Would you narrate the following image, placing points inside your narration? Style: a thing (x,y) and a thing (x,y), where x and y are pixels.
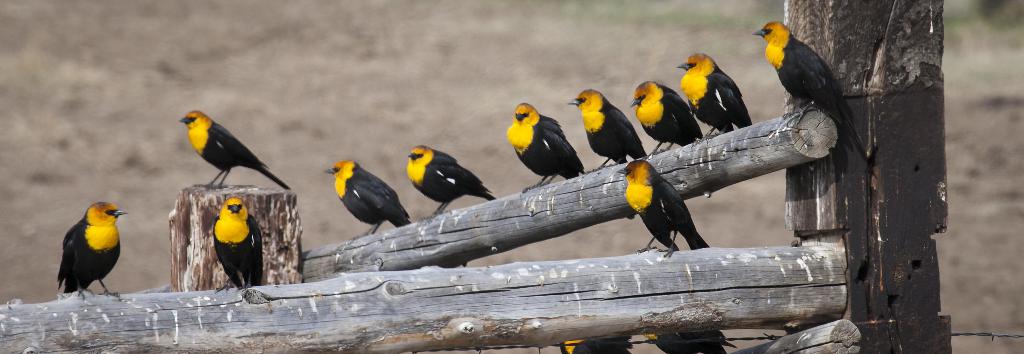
In the picture there are a group of birds (799,96) standing on the wooden logs (337,257) and the background of the image (494,86) is blur.
